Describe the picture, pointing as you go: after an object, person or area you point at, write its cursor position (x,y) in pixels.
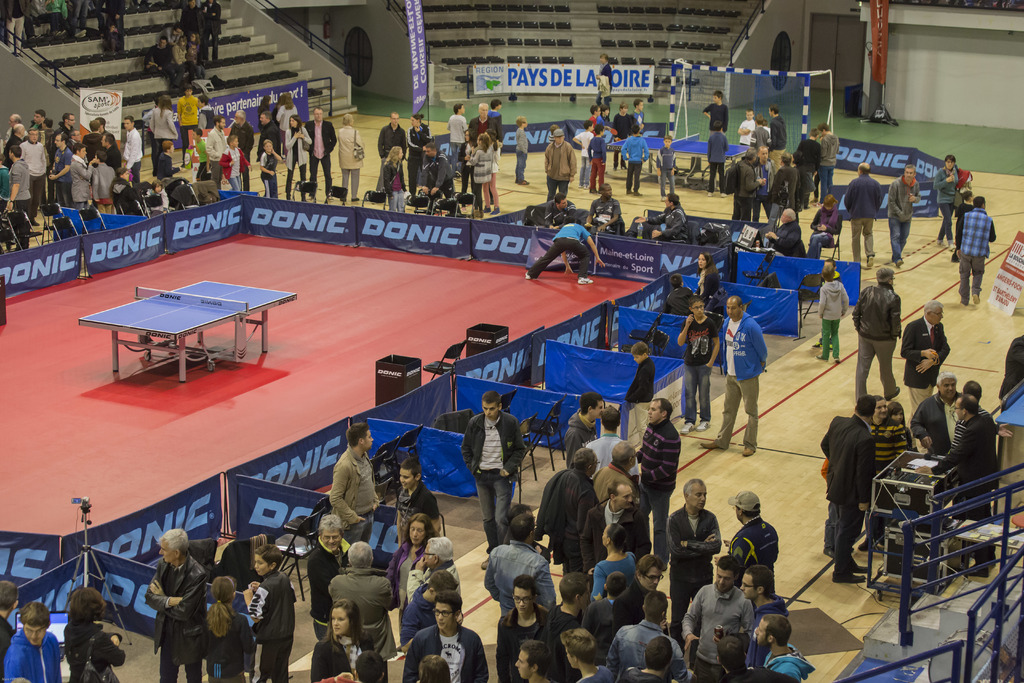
Group of people (50,151) standing. We can see a table tennis (196,333) center of the ground (280,322) and we can see a banners (258,105), hoardings (4,272), chairs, floor (344,258).
